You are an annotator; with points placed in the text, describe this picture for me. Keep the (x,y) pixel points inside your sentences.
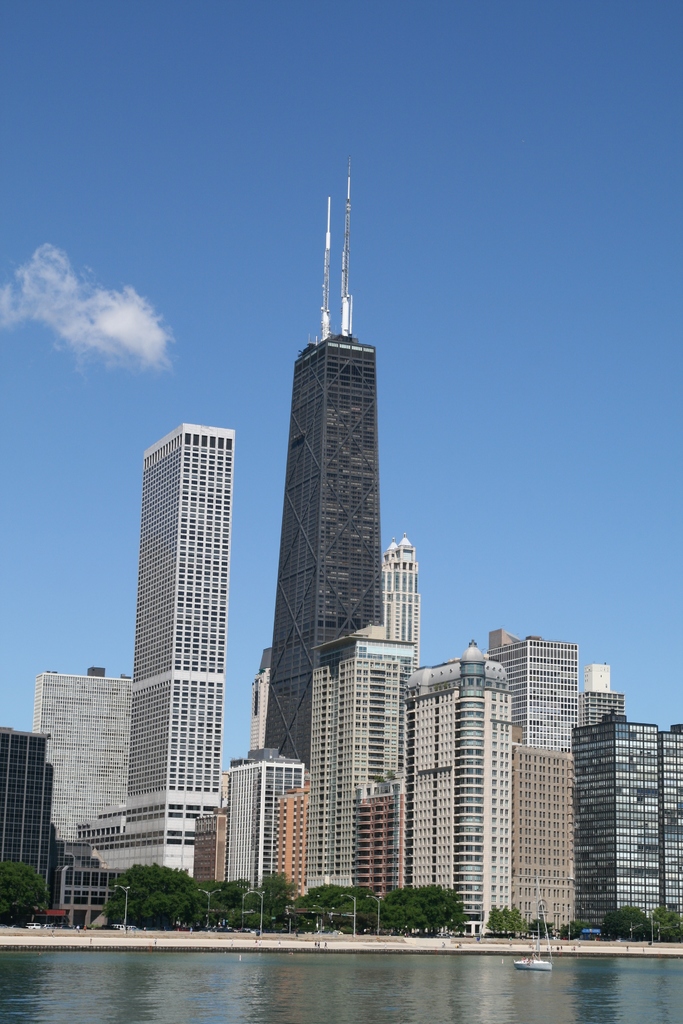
In this image we can see a boat (538,941) on the water (259,967). In the background (304,908) we can see poles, trees (265,880), buildings (288,858), objects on the building (287,724) and clouds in the sky (133,441).
